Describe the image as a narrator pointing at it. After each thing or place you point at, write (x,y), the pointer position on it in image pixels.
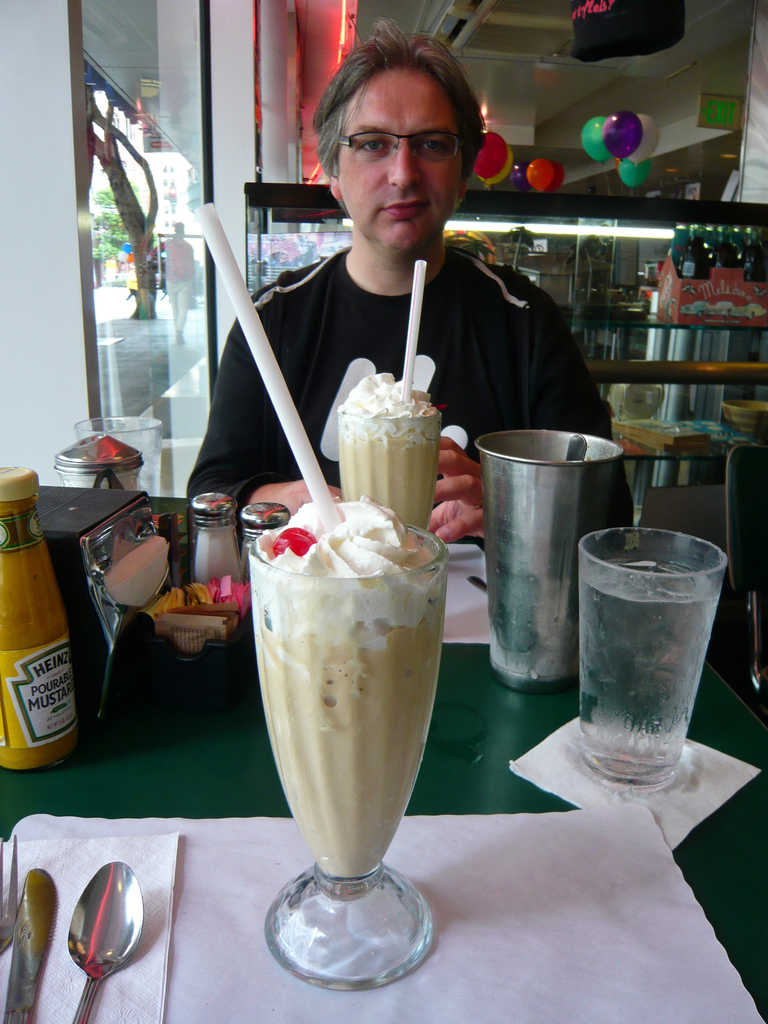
In this image I can see a person (470,357) sitting on a chair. I can see a table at the bottom of the image (449,750) with Ice creams (346,924), glasses (356,923), salt and pepper bottles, paper napkins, spoons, fork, knife (14,975) and other objects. I can see some balloons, a sign board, glass shelves (608,345) and bottles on the glass shelves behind the person (509,367). On the left hand side of the image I can see a tree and a person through the glass wall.
